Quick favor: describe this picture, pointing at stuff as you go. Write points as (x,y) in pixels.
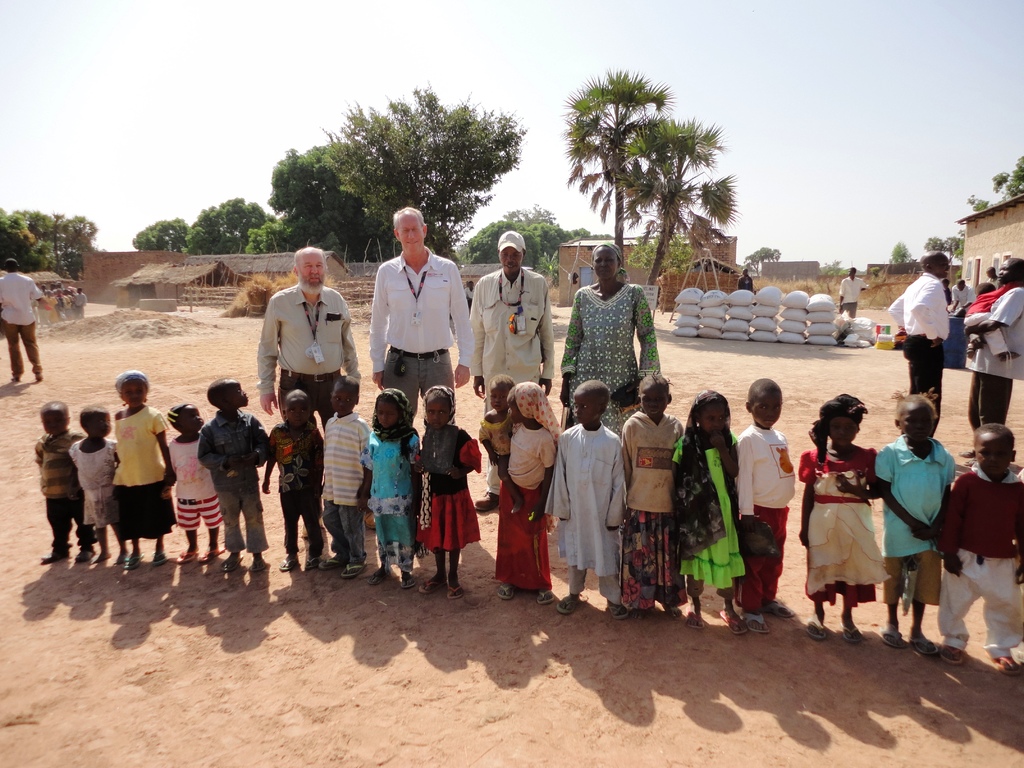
In this image we can see there are people (774,405) standing on the ground (541,653). And at the back (773,321) there are bags (760,312), shed (692,281), sand (140,330), houses (227,273), trees (336,209) and the sky (227,161).
